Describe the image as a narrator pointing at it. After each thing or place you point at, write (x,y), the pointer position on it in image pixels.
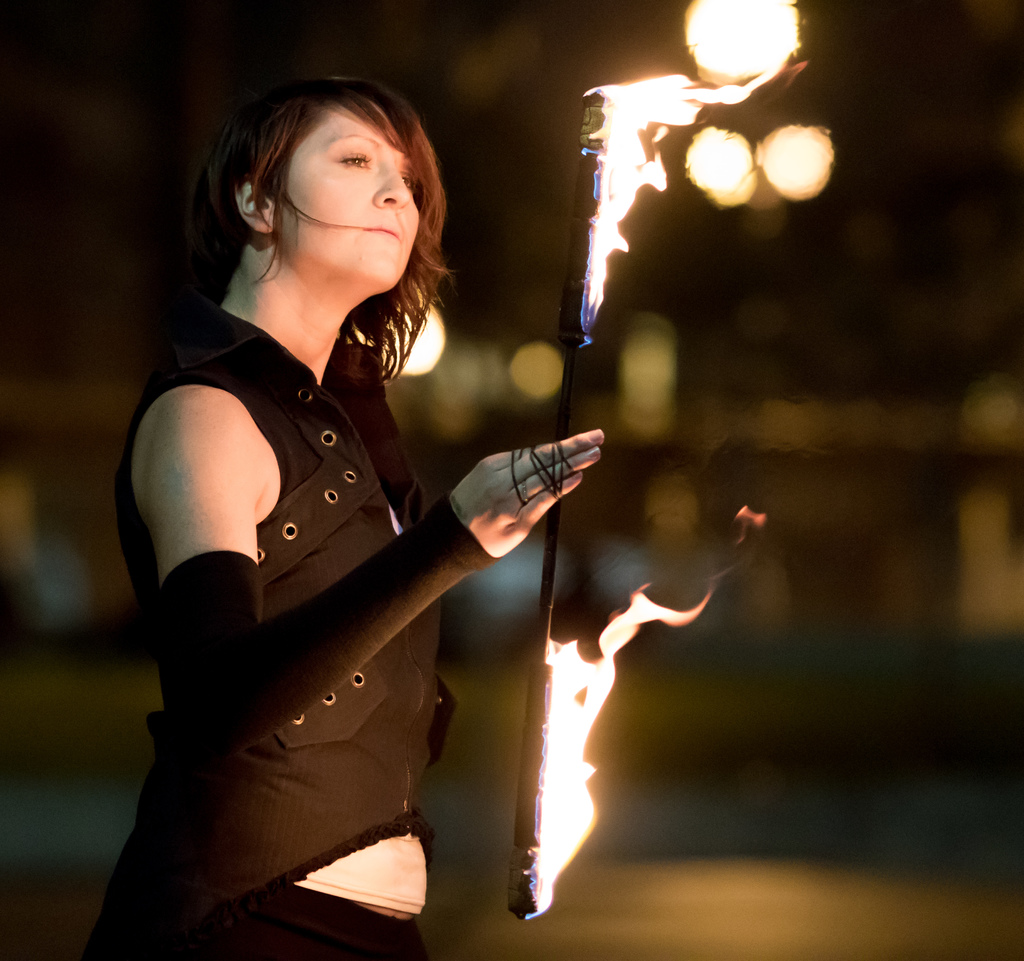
In this image, I can see a person (295,766) standing and holding a stick (522,798) with fire (547,696). There is a blurred background (11,661).
